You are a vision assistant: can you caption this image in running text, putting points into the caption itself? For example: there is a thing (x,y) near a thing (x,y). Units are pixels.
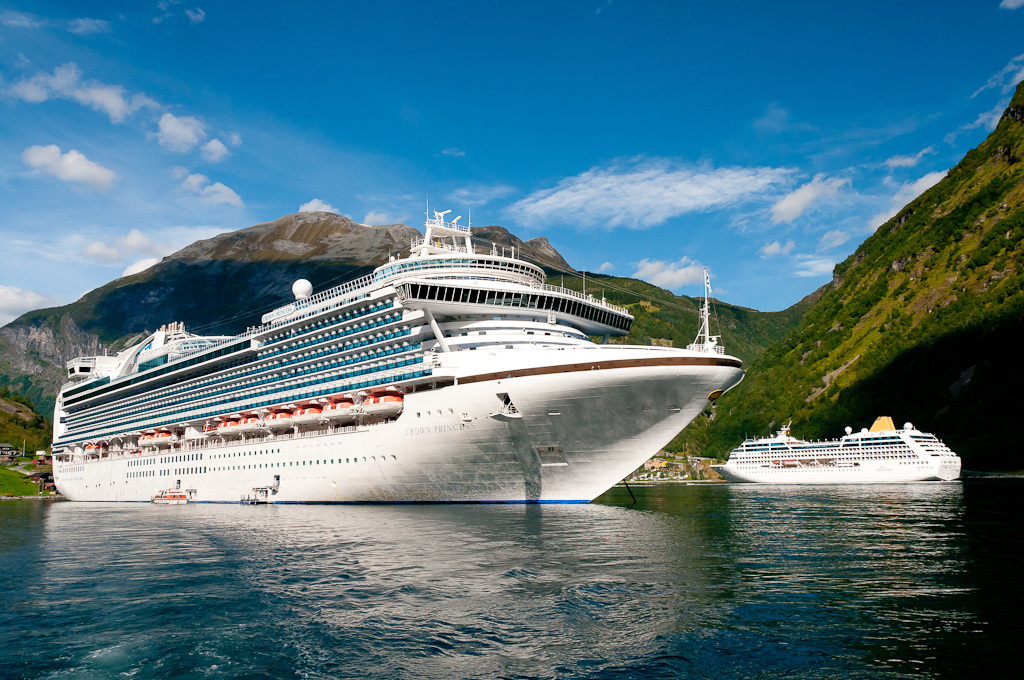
In this picture we can see two ships (489,345) on water (444,626), mountains (1008,214) and in the background (181,125) we can see the sky (488,124) with clouds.
